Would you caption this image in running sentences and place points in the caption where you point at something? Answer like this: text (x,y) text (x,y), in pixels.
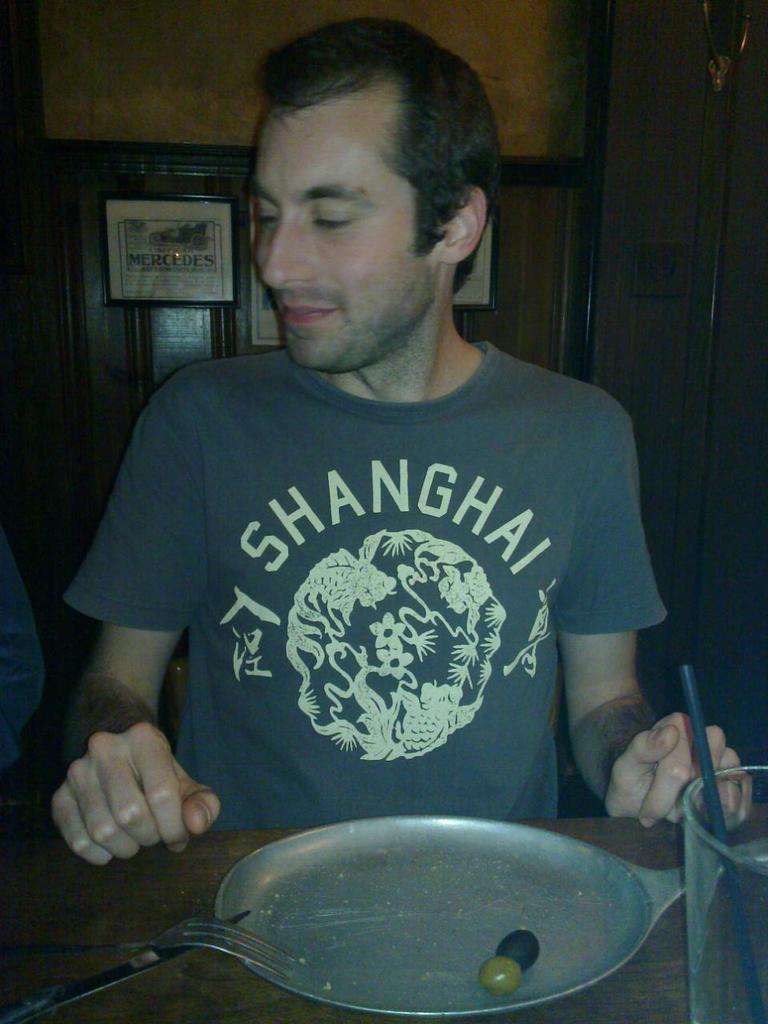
In the image we can see a man (319,532) wearing clothes (239,789) and he is smiling. There is a wooden surface (135,923), on it there is a plate (349,913), fork (208,938), knife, glass (759,884) and straw (706,766) in the glass (735,865). Behind him there are frames (176,267) stick to the wall (242,263).
